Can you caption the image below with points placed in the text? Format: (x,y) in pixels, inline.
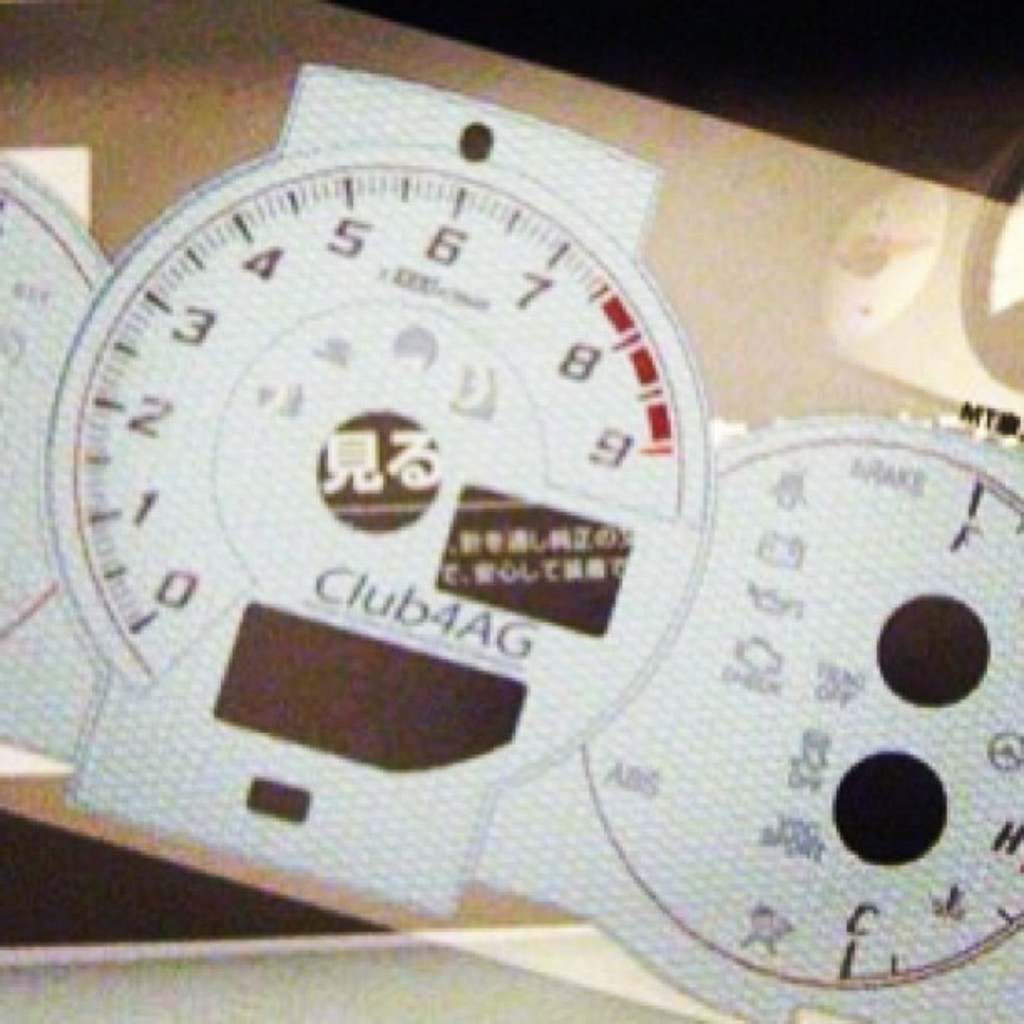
In this image I see the white color things (261,425) on which there are numbers (408,284) and words (598,539) written and I see that it is cream and black in the background (135,969).
